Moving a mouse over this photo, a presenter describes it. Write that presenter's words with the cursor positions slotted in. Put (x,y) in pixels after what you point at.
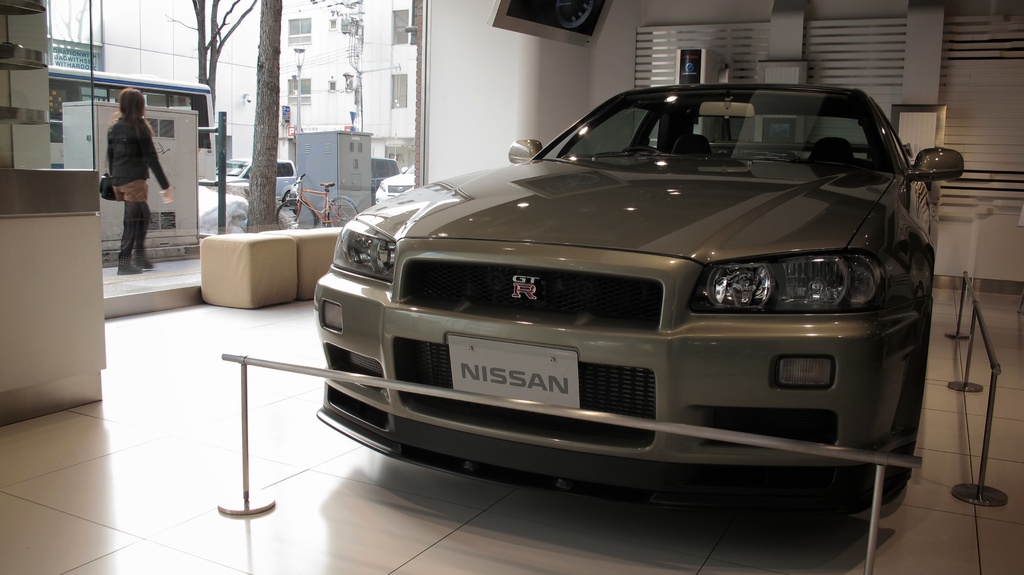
In this image in the middle (636,263) there is a car (723,317). On the left (139,162) there is a woman (140,135), she wears a jacket (142,176), trouser (132,208), shoes (143,264) and bag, she is walking. On the left (258,275) there are cars (376,171), chairs (287,259), trees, buildings (245,113), bus (167,104), wall (453,115), glass (306,146) and screen (537,19). At the bottom (290,540) there is a floor (279,536).
